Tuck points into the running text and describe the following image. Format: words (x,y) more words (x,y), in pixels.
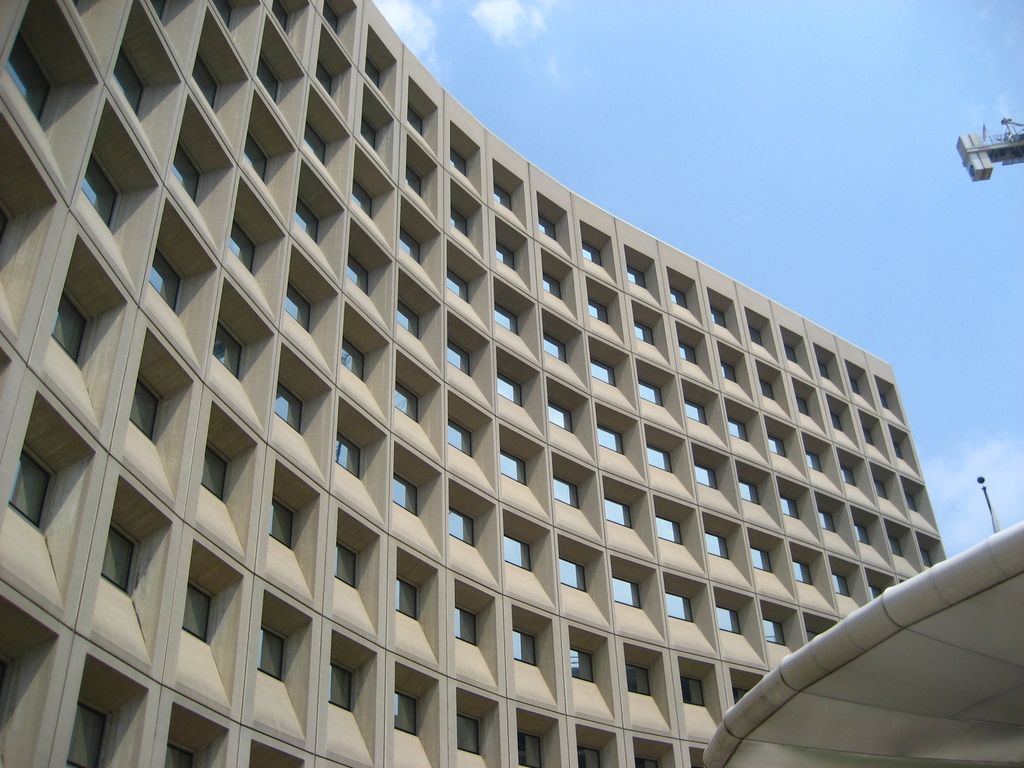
This picture shows a building (338,628) and a blue cloudy sky (705,223) and we see a crane (972,163).
